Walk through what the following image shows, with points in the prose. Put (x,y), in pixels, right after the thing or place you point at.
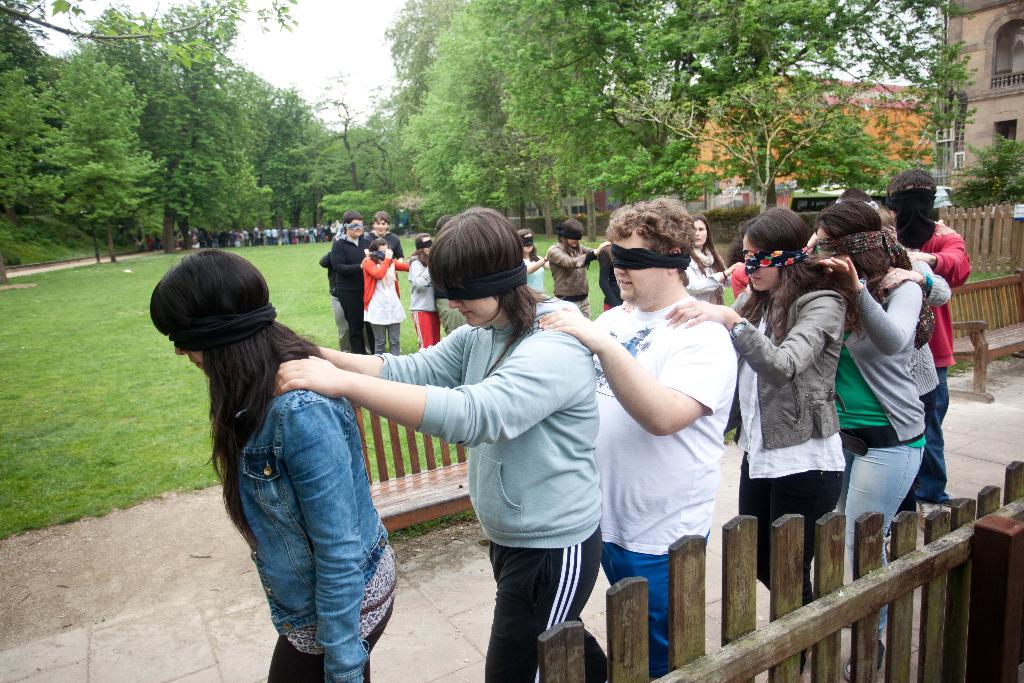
In this image in front (685,657) there is a wooden fence (778,580). There are people (500,234) walking on the floor (118,565). On the right side of the image (1019,345) there is a bench (954,305). In the background of the image (333,228) there are people (274,241) standing on the surface (293,260) of the grass (294,257). There are trees (635,121), building (985,86) and sky (360,50).
